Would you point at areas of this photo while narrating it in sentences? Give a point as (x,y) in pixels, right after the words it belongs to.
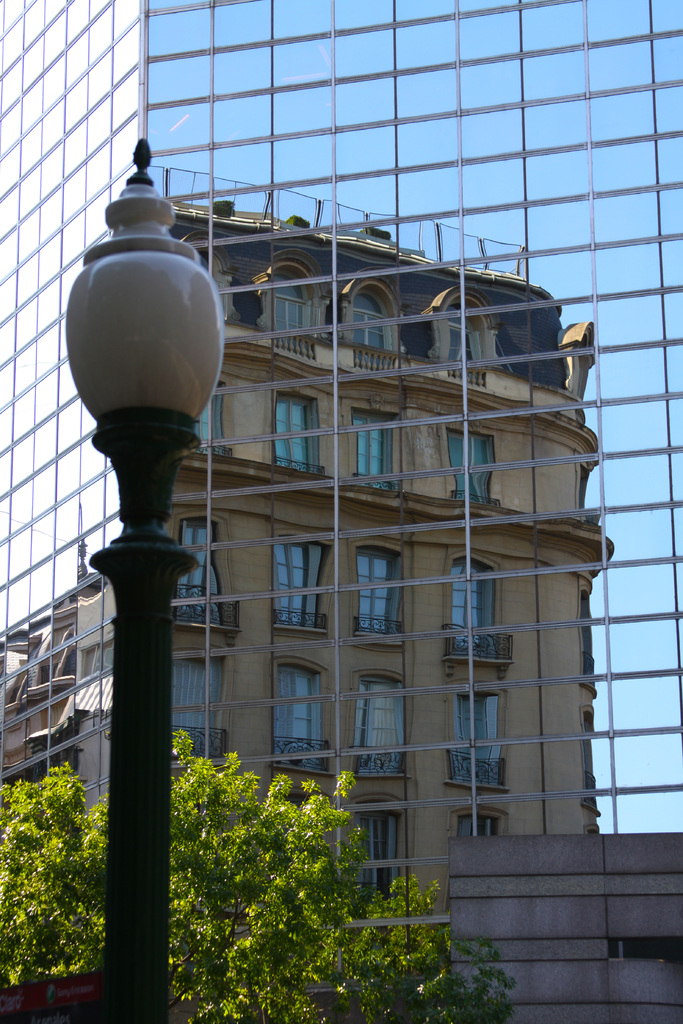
In this image I can see a glass building (358,566) and glass windows (372,566). In front (119,899) I can see a white and black color pole (150,305) and trees (261,882).
